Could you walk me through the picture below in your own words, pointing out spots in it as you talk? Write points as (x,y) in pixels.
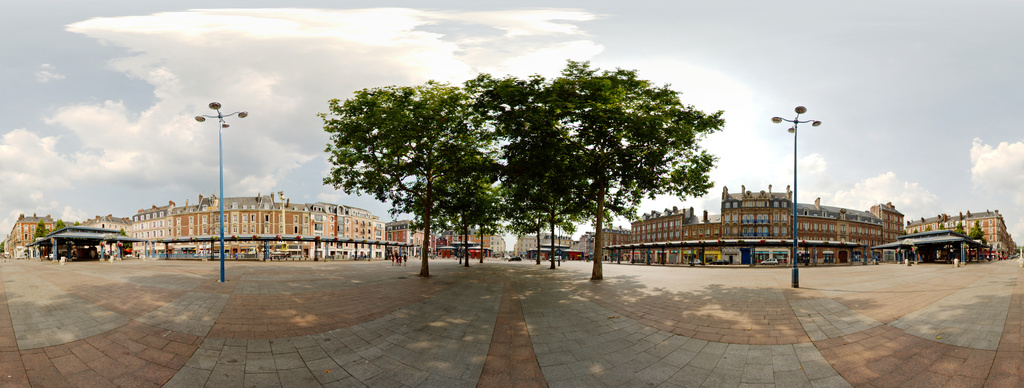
In The center of the image (452,189) we can see trees (446,220). On the right (805,107) and left side of the image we can see street lights (815,124). In the background (219,255) we can see buildings (337,224), persons (394,262), vehicles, trees (958,227), sky (800,79) and clouds (703,58).
